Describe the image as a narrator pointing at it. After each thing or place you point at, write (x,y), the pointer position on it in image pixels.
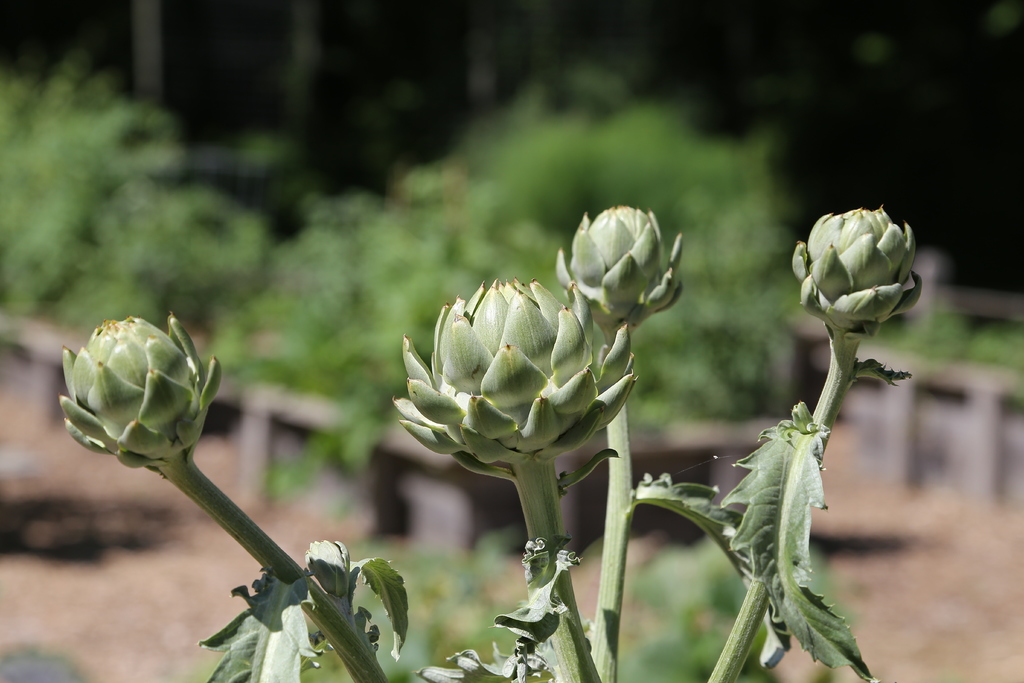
In this picture I can see a plant (719,492) with buds (801,266), and there is blur background (199,305).
